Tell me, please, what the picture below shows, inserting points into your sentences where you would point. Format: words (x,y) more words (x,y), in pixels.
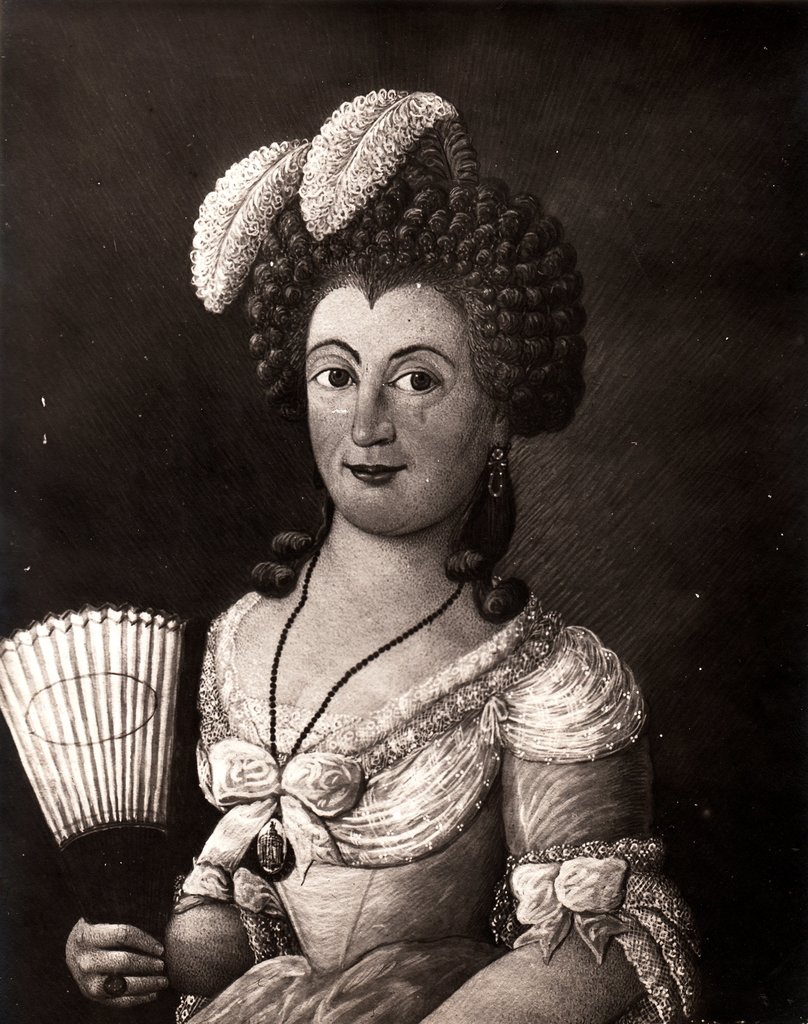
This picture seems to be a painting. In the center of this picture (400,525) there is a woman (391,546) holding a hand fan (146,733), wearing a dress (431,757) and smiling. The background of the image (608,420) is very dark.
